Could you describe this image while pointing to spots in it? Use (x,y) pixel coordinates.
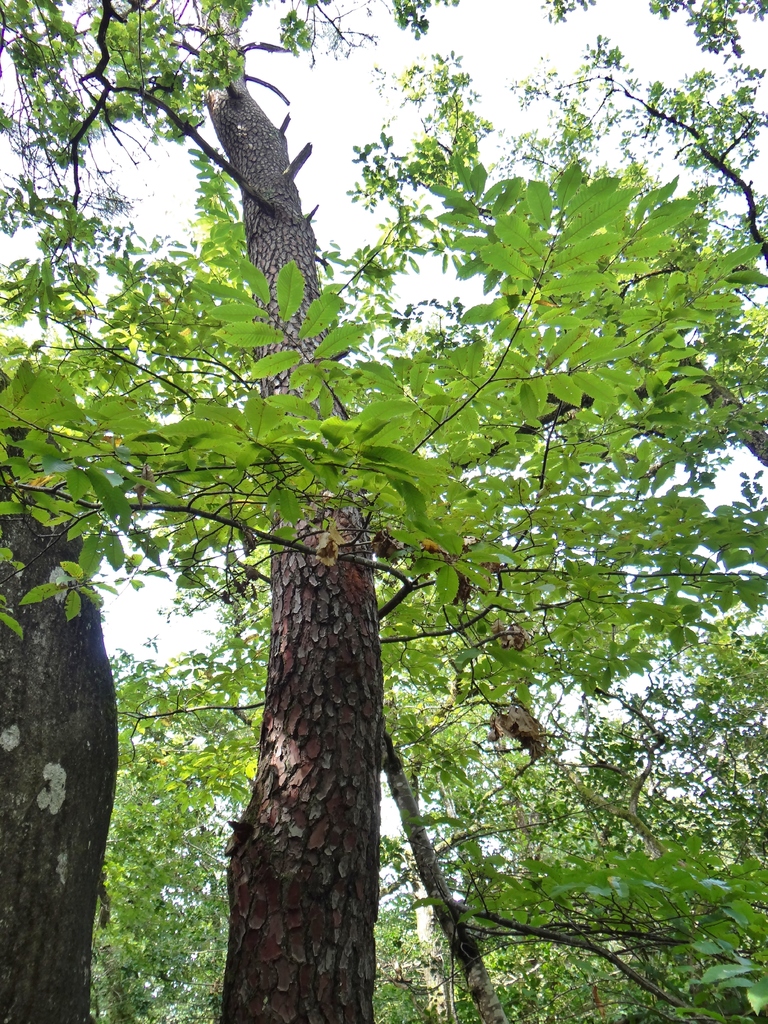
In this picture I can see few trees (415,666) in the middle (380,638), at the top (326,154) there is the sky (431,265).
